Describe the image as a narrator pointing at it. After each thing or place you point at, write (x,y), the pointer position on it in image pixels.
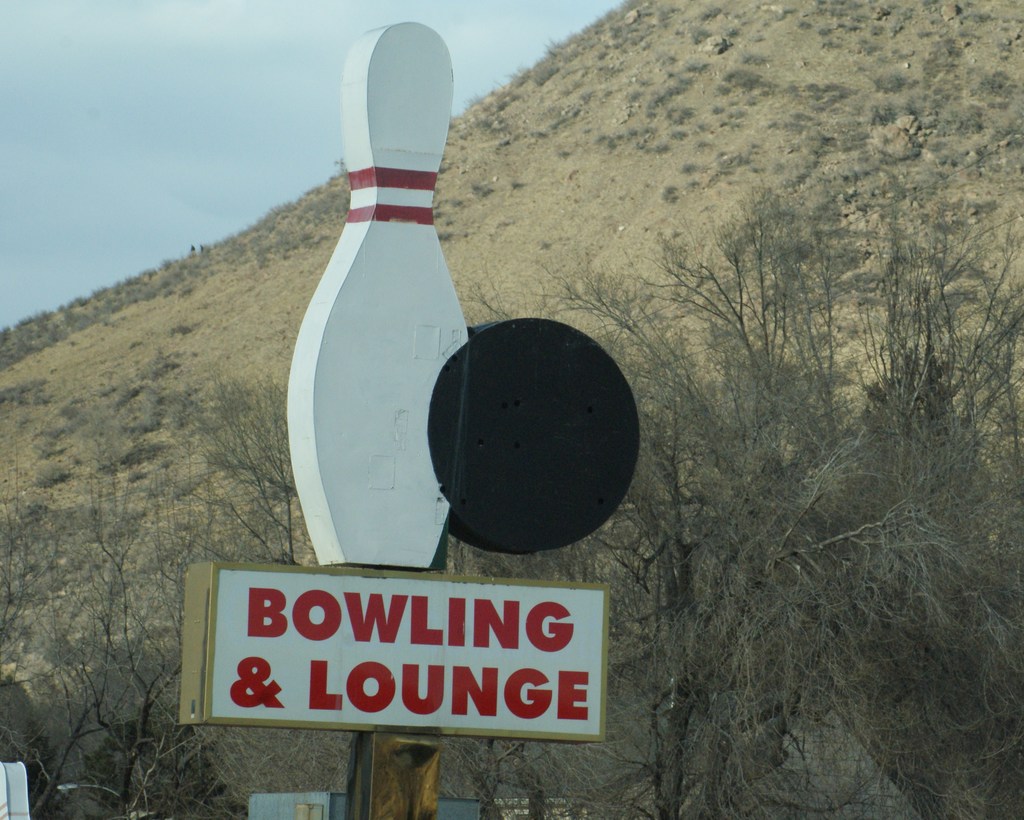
There is a board (419,618) of a bowling and lounge with a pole (383,736). In the background (809,600) there are trees (885,564), hill (489,221) and sky (118,176).
